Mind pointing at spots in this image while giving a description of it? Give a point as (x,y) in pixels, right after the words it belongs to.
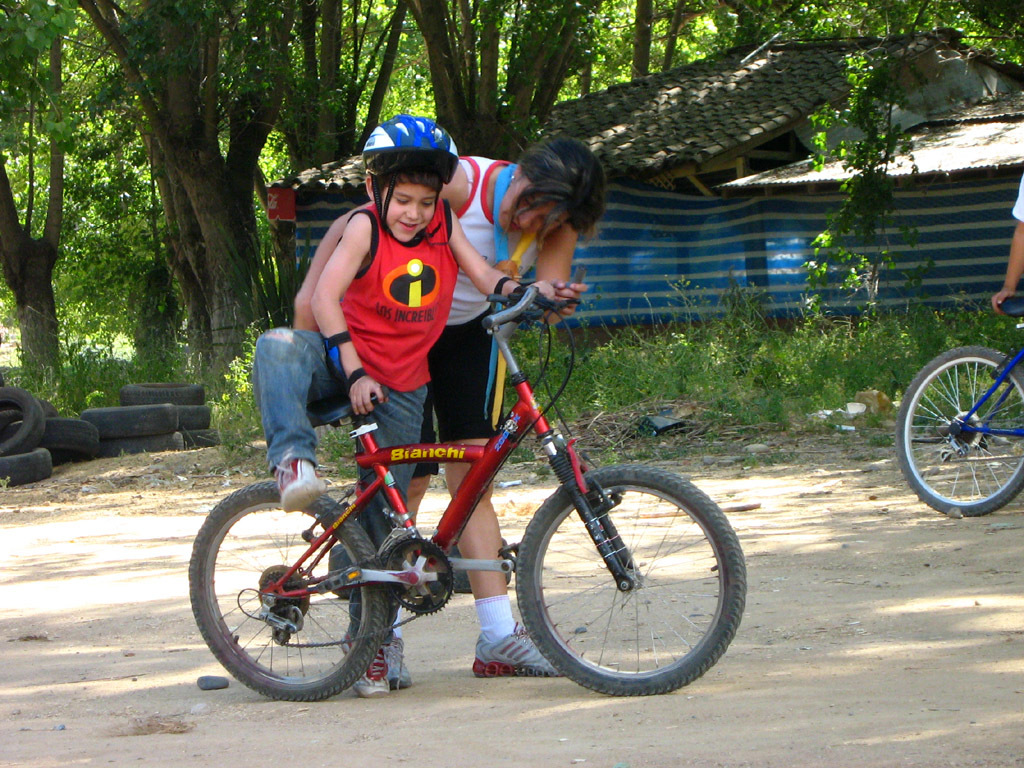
There is a small boy (431,333) about to sit on a bicycle (721,533) and a lady (595,196) in the foreground area of the image (707,555), there is another person (1018,209), bicycle (949,351), house (952,300) and trees (860,277) in the background (995,374).
